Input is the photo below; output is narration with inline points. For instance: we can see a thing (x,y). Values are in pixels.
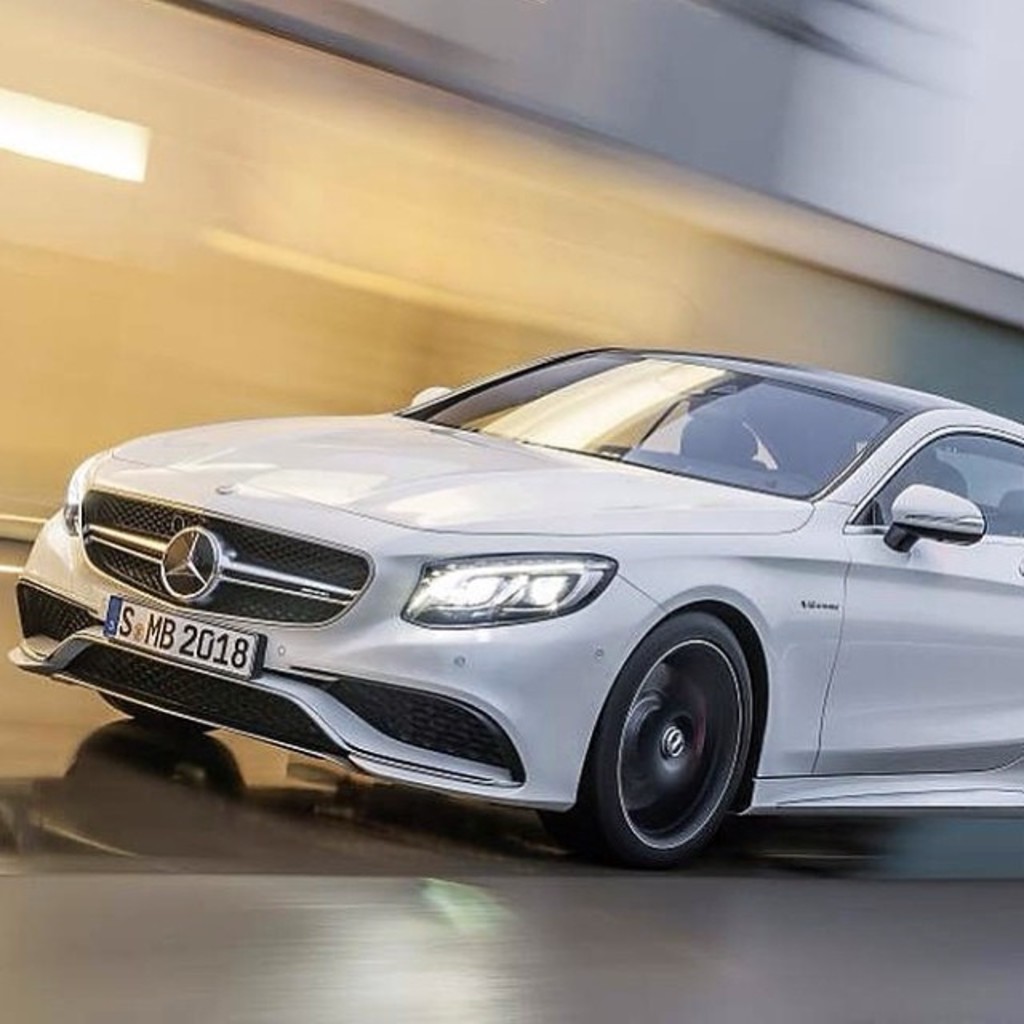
In this image we can see a car (660,584) on the road (455,846). We can also see a wall (376,318).
